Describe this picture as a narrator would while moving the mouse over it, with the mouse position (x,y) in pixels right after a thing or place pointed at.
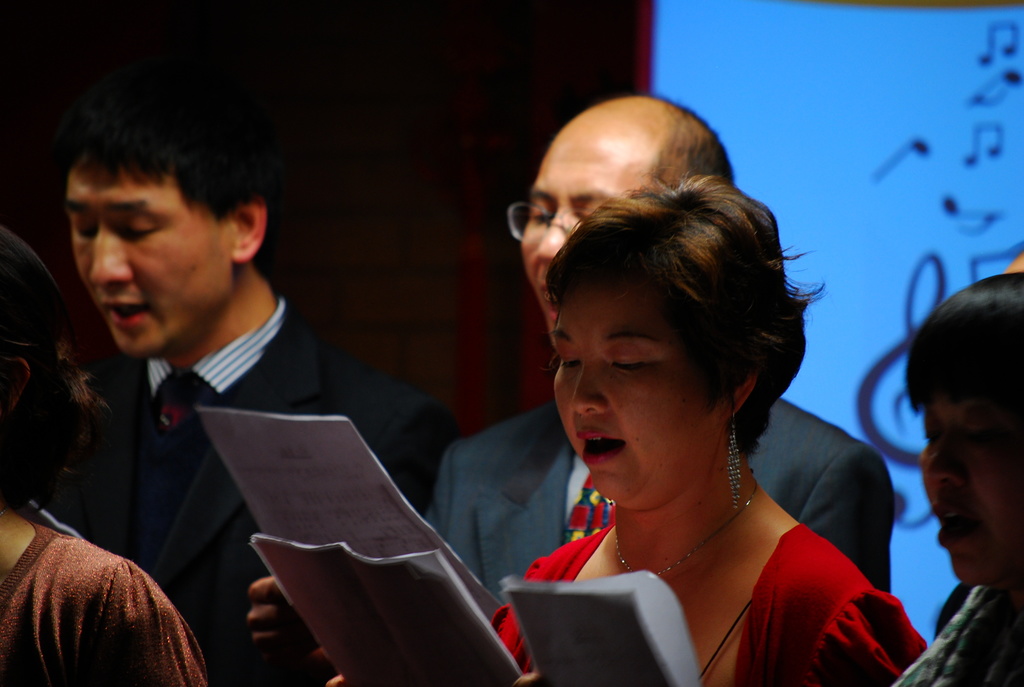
In this image we can see there are people (473,441) standing and holding papers (268,476) and singing. And at the back (905,128) we can see the screen (859,210) with music symbols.
